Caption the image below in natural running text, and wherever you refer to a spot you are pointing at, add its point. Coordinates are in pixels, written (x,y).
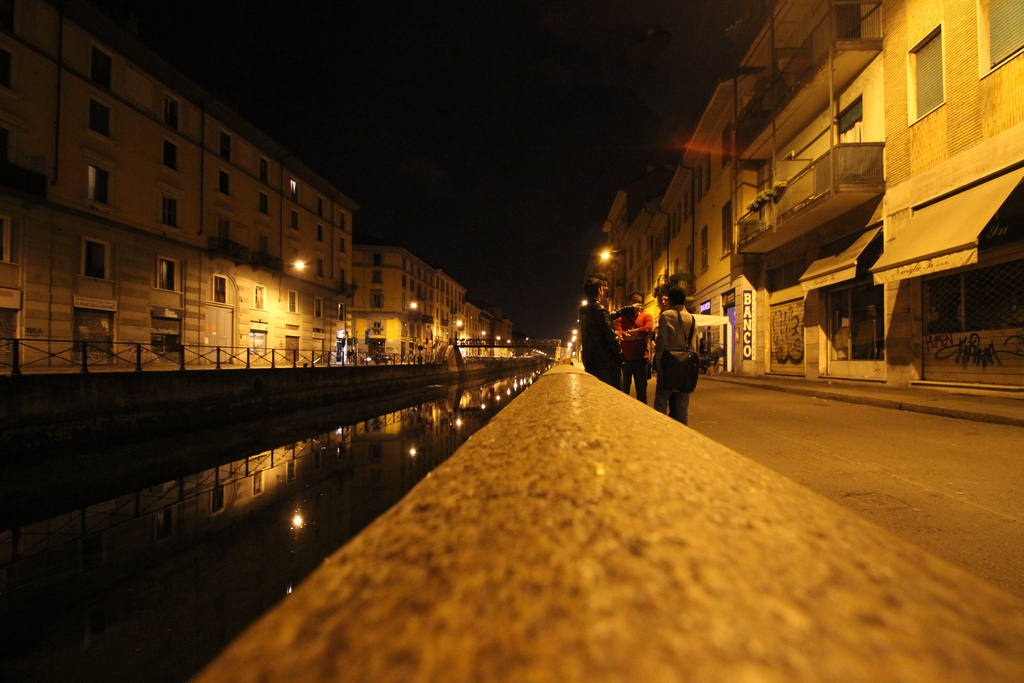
In this picture I can see the group of persons (636,341) who are standing near to the wall (530,415). Beside them I can see the building (842,320). On the left (141,360) I can see many buildings (326,333), fencing (290,356), street lights (501,338) and other objects (462,340). In the center (372,422) I can see the water (350,445). At the top (480,10) I can see the darkness (378,133).
